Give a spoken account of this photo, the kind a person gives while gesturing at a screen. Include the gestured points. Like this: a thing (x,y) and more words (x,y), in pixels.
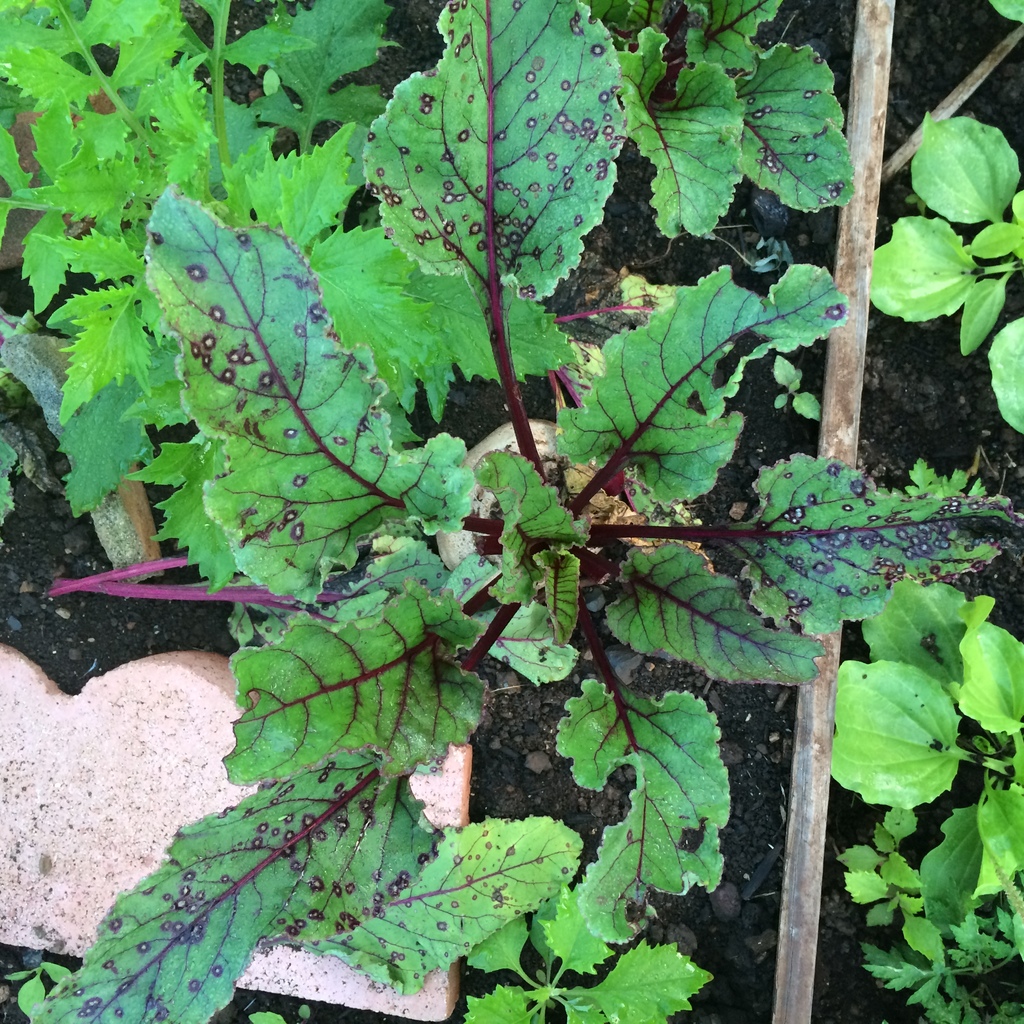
On the right side (929,187), there are plants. On the left side (206,727), there are plants (413,704) and an object (41,674) which looks like a bread (1,935).
